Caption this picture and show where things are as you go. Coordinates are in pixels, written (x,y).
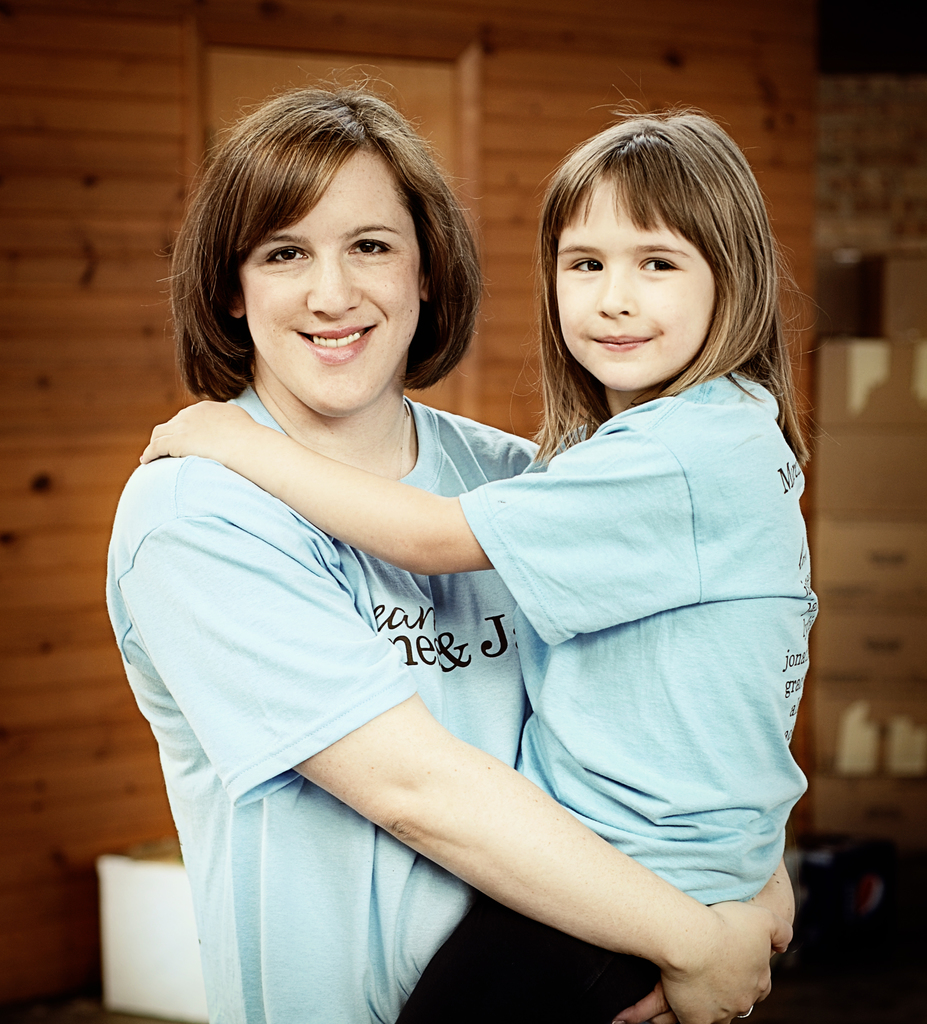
In this image I can see two people (351,688) with the blue and black color dresses (406,666). These people (291,493) are smiling. In the back (20,60) I can see the wooden wall (504,264). To the side there are some cardboard boxes (854,618) can be seen.
